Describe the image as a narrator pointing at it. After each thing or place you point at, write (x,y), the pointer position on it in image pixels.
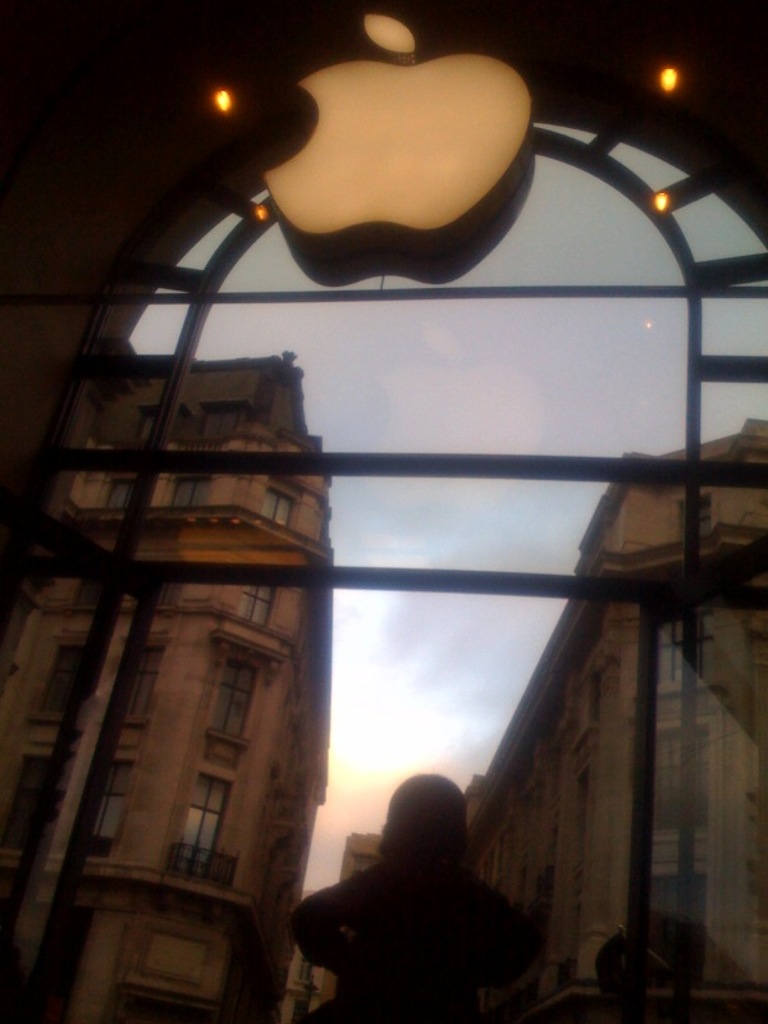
This image is taken indoors. At the top of the image (371,152) there is an arch (688,129) and there is a half eaten apple symbol (360,125) with a leaf (384,22). There is the sky (521,395) with clouds (513,496). At the bottom of the image (401,921) there is a person (377,898). On the left (143,558) and right sides of the image there are two buildings (616,791) with walls (191,737), windows (197,808), roofs (255,424) and doors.
